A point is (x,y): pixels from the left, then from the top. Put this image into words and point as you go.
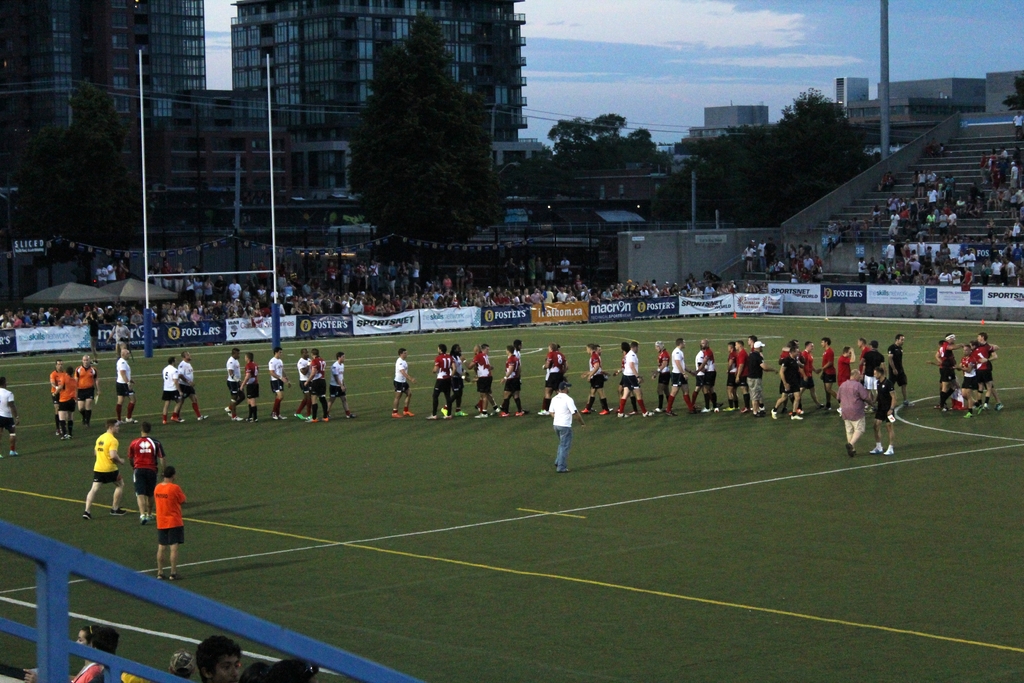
A picture of a stadium (544,551). Group of people (681,368) are standing on a grass (407,472) in a stadium (672,409). Banner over the stadium (458,314). Pole (886,22). Sky (892,38) is in blue color. Building (490,41) with glasses (161,49). Far there are trees (483,150). These are steps (923,167). Audience (920,264) are observing match.
